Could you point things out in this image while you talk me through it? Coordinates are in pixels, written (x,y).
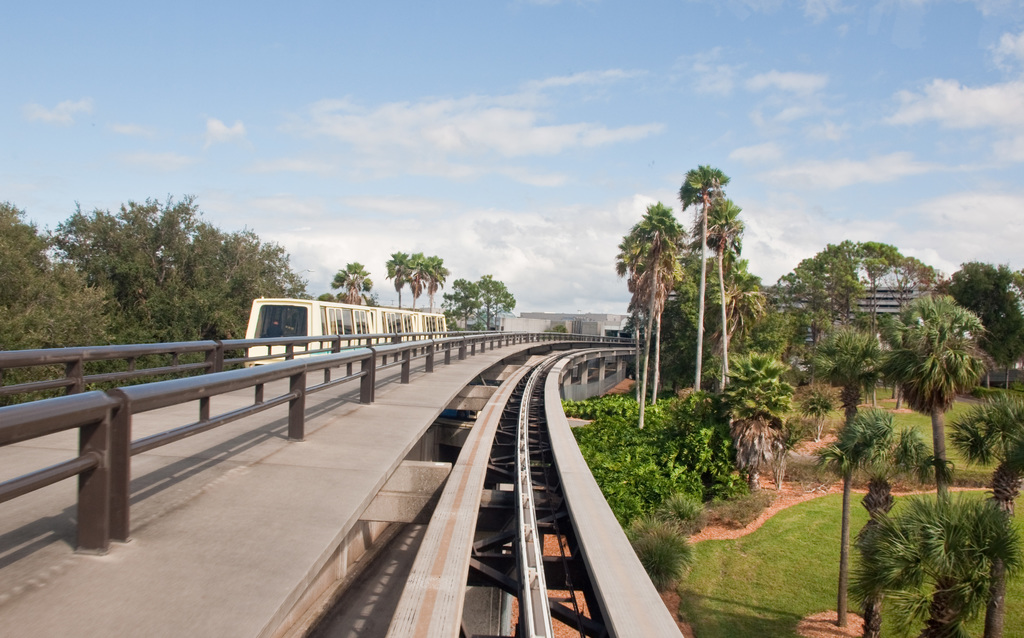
Sky (661,189) is cloudy. This is train (259,335). Here we can see trees (476,305), plants (654,544) and grass (783,526).
